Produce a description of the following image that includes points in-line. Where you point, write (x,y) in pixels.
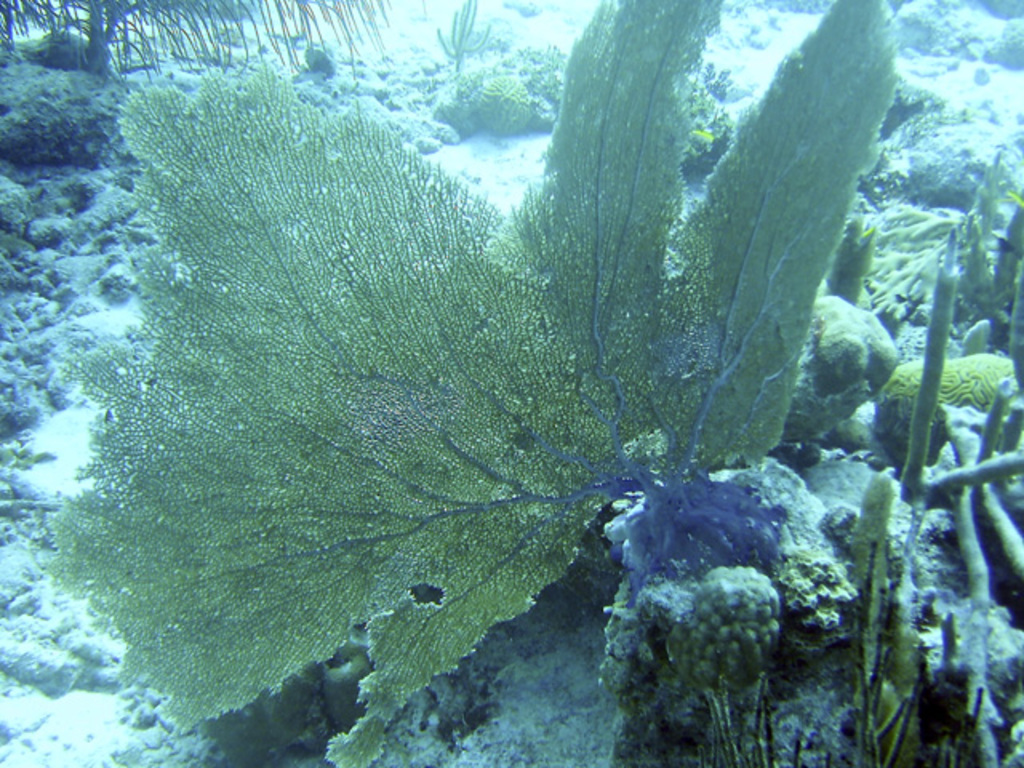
In this image I can see few green colour sea plants (357,341).
